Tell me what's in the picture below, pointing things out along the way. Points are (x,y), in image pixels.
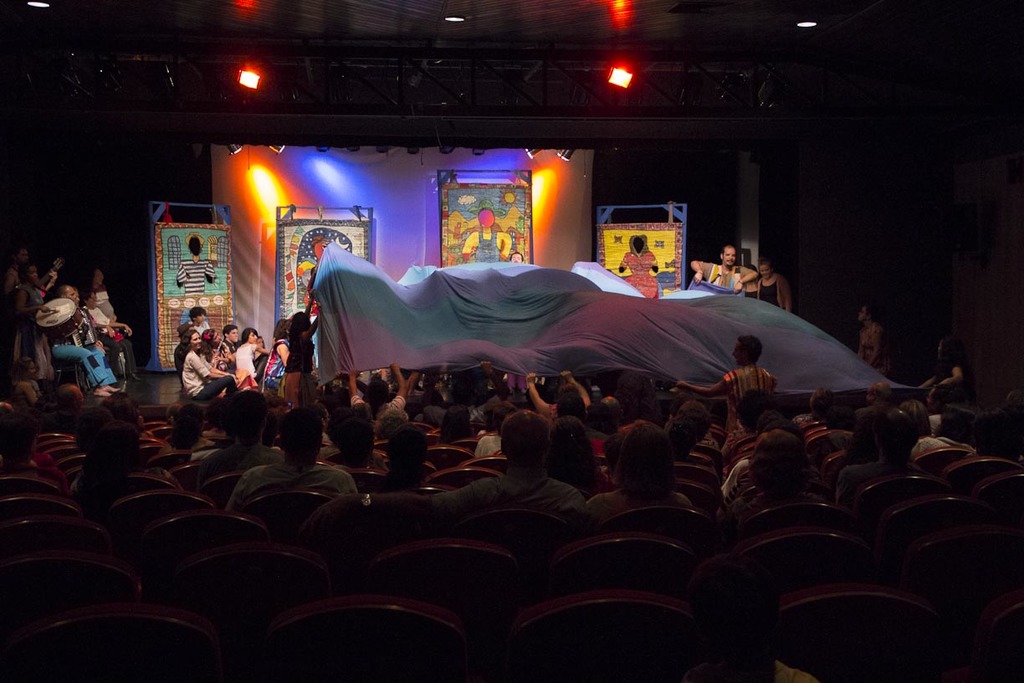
In this picture there are group of people (639,407) sitting on the chairs (74,542) and there are group of people (233,377) sitting on the stage (180,393) and there are many people (303,337) holding the sheet (534,347) and there is a person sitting and playing the drums (42,321) and there is a person (26,314) standing and holding the guitar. At the back (338,217) there are boards (636,273). At the top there are lights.
